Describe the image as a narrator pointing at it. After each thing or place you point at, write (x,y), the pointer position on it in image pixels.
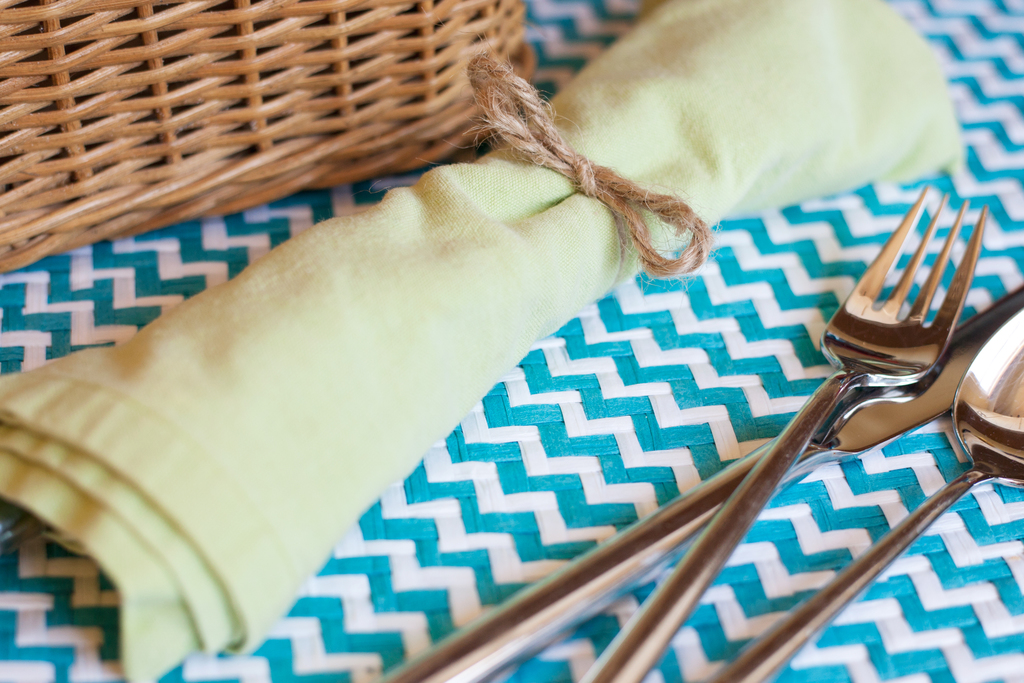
In this image in the front (712,469) there are spoons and there is a fork (907,337) on the table (692,420). In the center (447,337) there is an object (367,322) which is green in colour and there is a basket (357,76).
